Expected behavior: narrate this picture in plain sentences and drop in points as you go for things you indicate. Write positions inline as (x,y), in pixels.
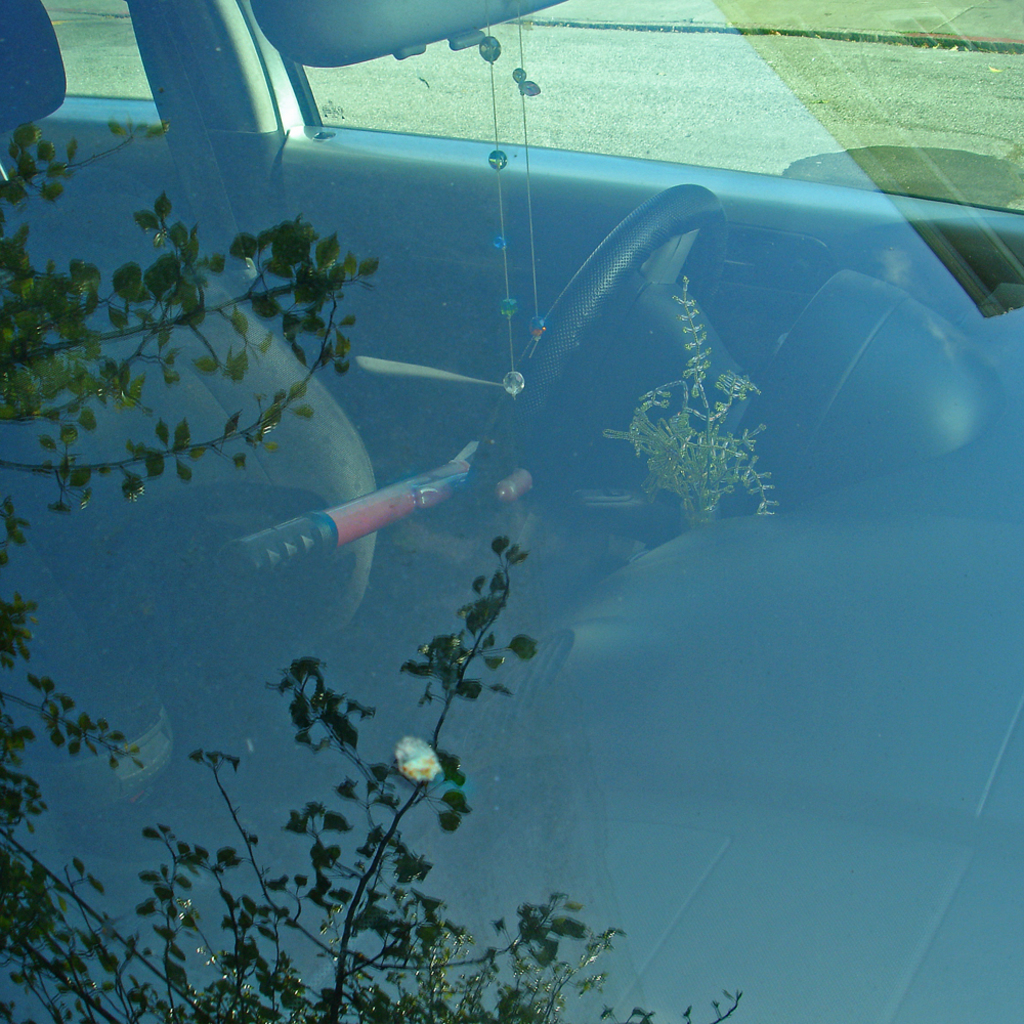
This image consists of a car (650,229). In the front (377,626), we can see a windshield (560,483) of a car (582,410). In the background (676,124), there is a road (678,91).
